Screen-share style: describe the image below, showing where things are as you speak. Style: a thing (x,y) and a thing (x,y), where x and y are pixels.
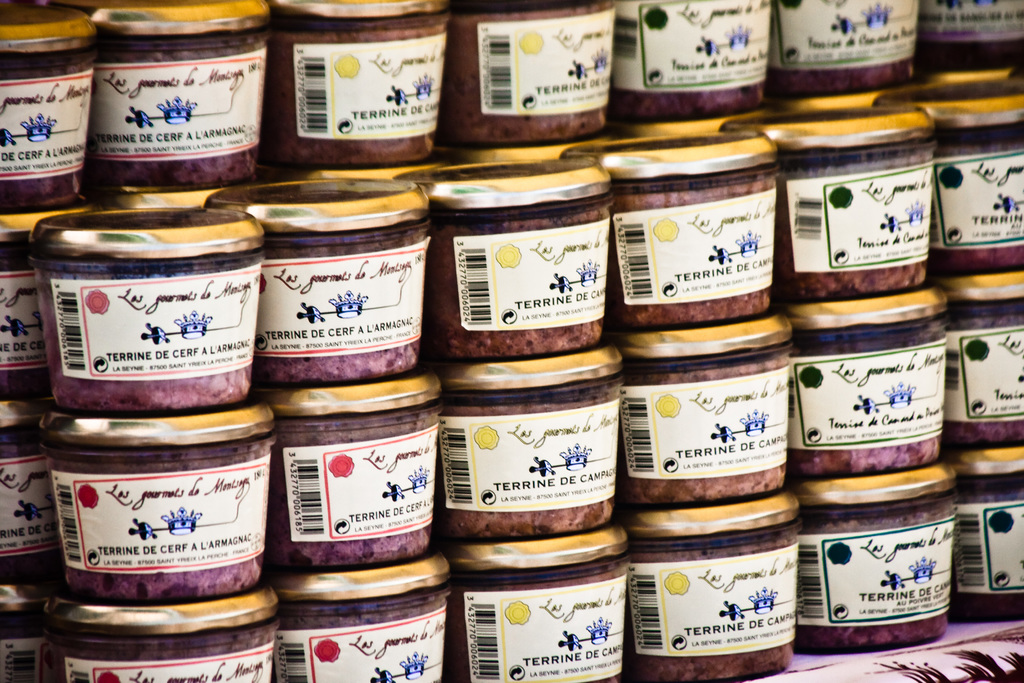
In this image we can see containers (816,233) are arranged.
